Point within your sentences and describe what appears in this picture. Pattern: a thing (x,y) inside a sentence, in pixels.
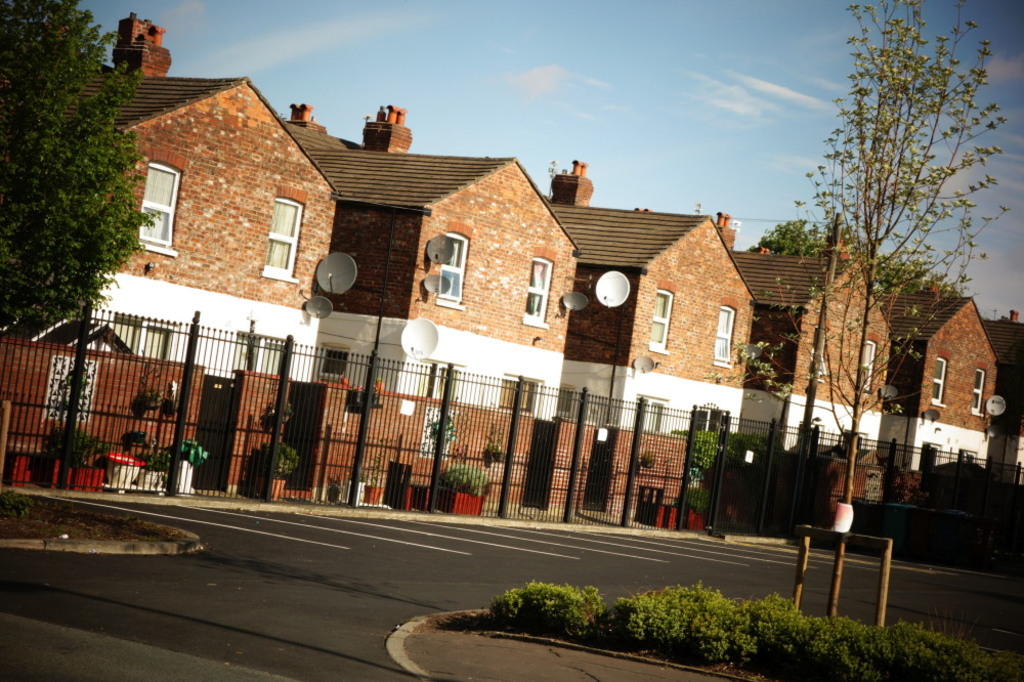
In this image I can see few buildings (331,208), windows (165,246), trees (6,60), railing (720,436), flower pots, road (553,534) and the sky (797,59). I can see few satellite dishes (352,273) are attached to the wall (360,243).
